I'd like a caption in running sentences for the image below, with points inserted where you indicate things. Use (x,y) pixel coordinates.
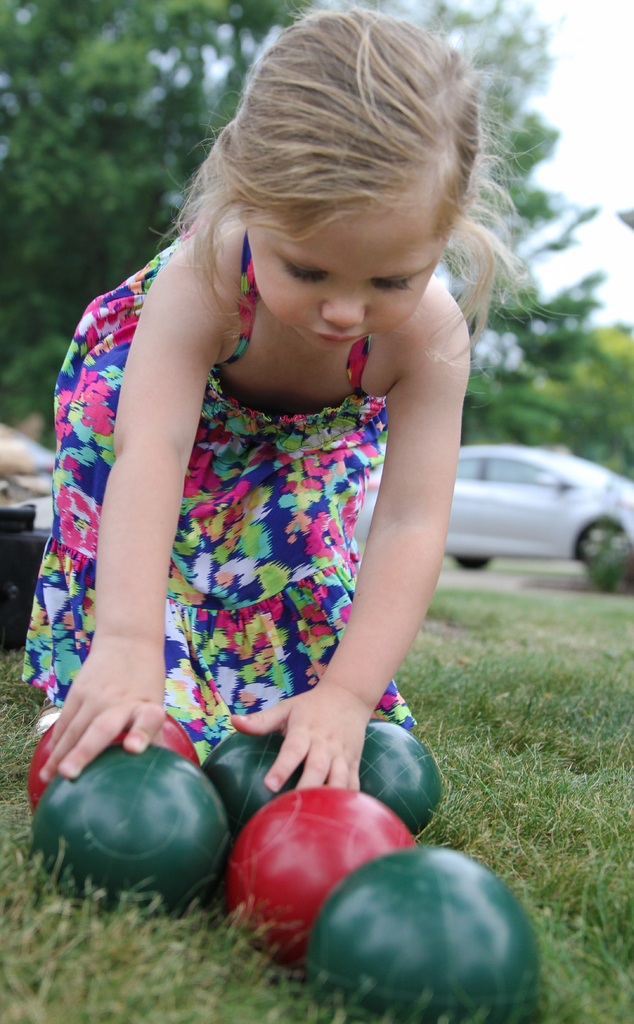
In the image there is a girl (280,653) playing with the balls (331,892) on the grass (64,1007) and behind her there is a car (527,454) and around the car (513,482) there are some trees (524,392).
